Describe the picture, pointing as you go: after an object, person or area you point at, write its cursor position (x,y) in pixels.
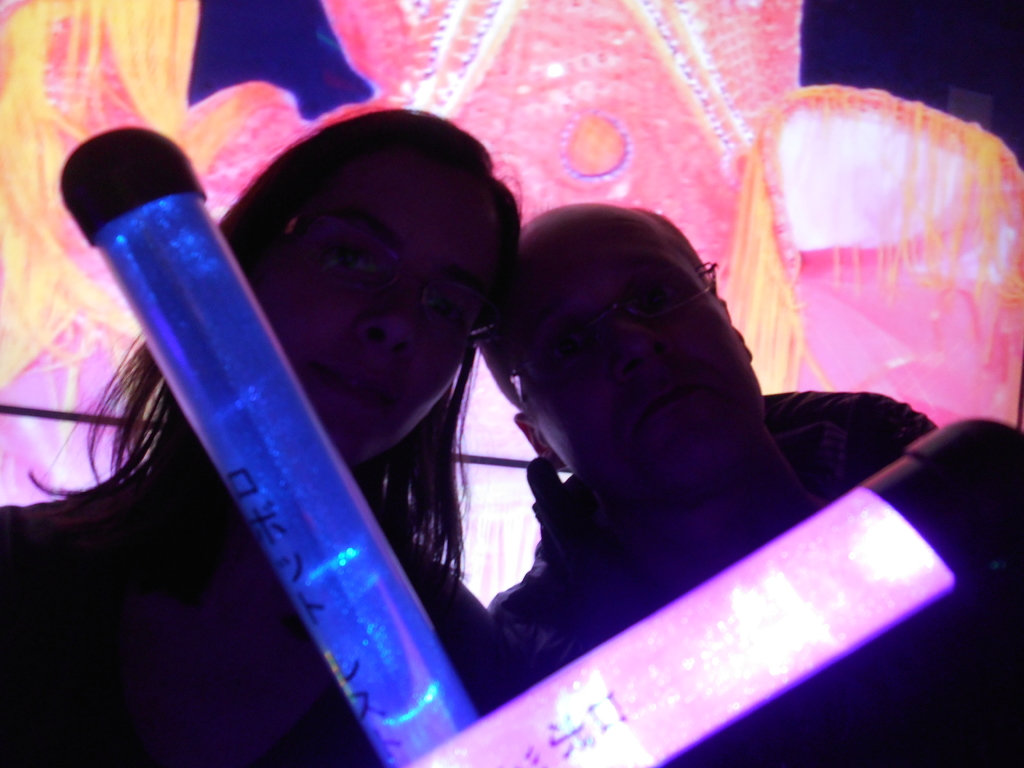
In this image we can see the persons (434,586) standing and holding light sticks (146,301). At the back (416,71) we can see the decoration (596,159) with cloth (696,162).
